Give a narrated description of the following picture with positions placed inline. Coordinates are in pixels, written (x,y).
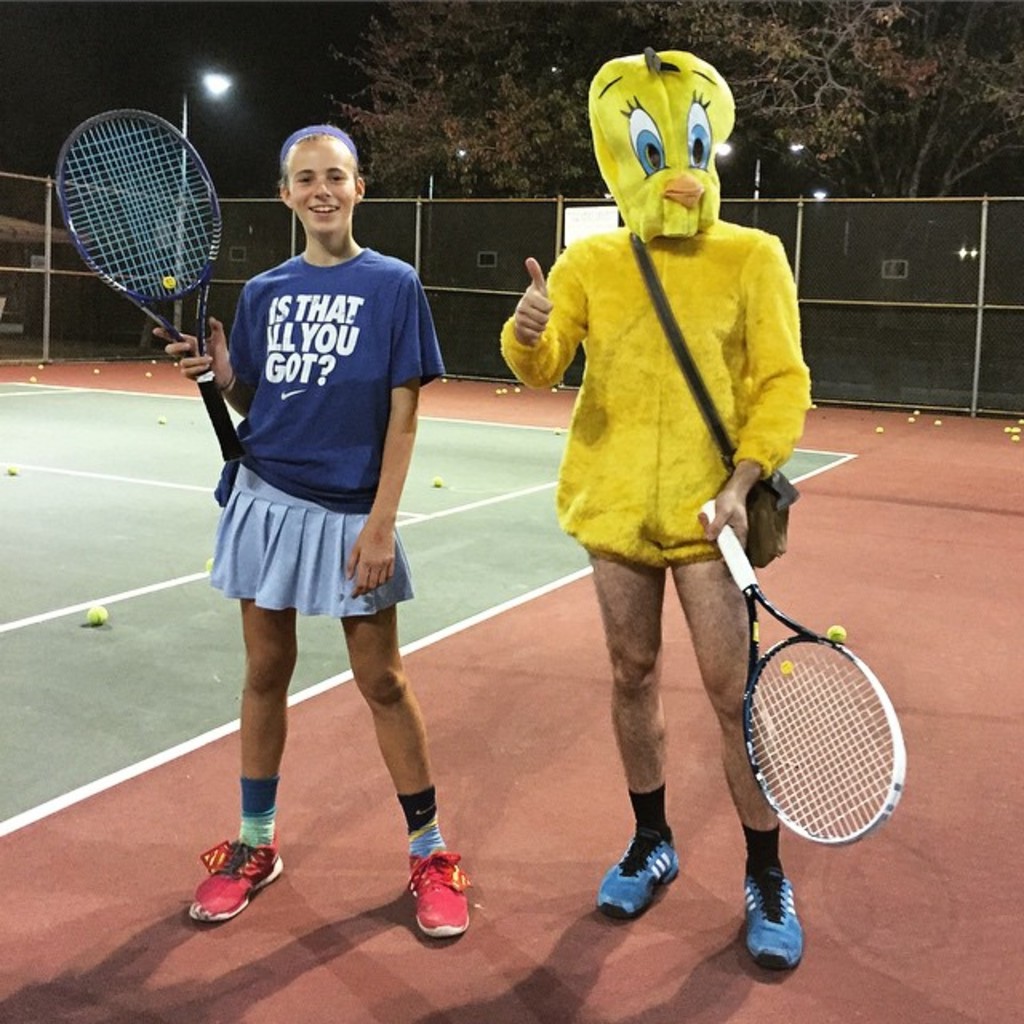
In this image there is a woman (275,542) standing and holding a racket (179,268), there is a man (668,507) standing and holding a racket (795,705), he is wearing a bag (750,502), there is a tennis court (501,510), there are balls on the tennis court (907,433), there is a fencing (263,241), there are poles (183,124), there are street lights (224,90), there are trees (572,72), there is a board (608,213) on the fencing (519,250), there is an object (19,235) towards the left of the image (31,278).
